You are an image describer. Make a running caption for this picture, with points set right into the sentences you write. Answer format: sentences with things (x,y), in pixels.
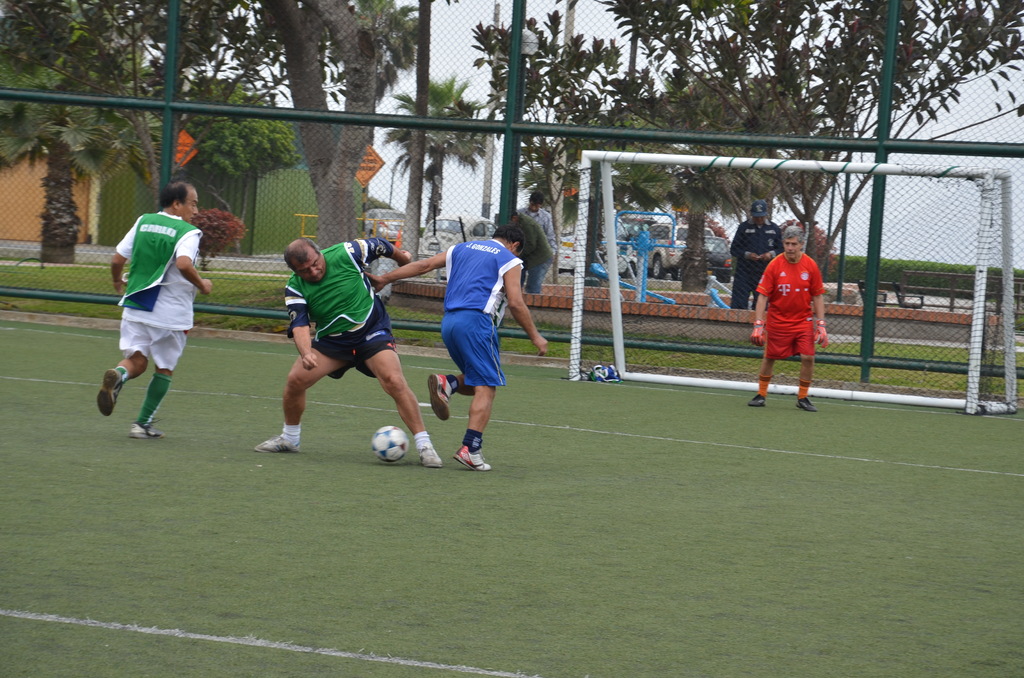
In this image I can see people (459,354) among them some are playing football and one man (813,330) is standing on the ground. In the background (828,312) I can see fence (833,263), a net (655,302), a ball (400,444), people (739,234), trees (335,204) and houses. I can also see the sky (969,92) and other objects (723,256).
